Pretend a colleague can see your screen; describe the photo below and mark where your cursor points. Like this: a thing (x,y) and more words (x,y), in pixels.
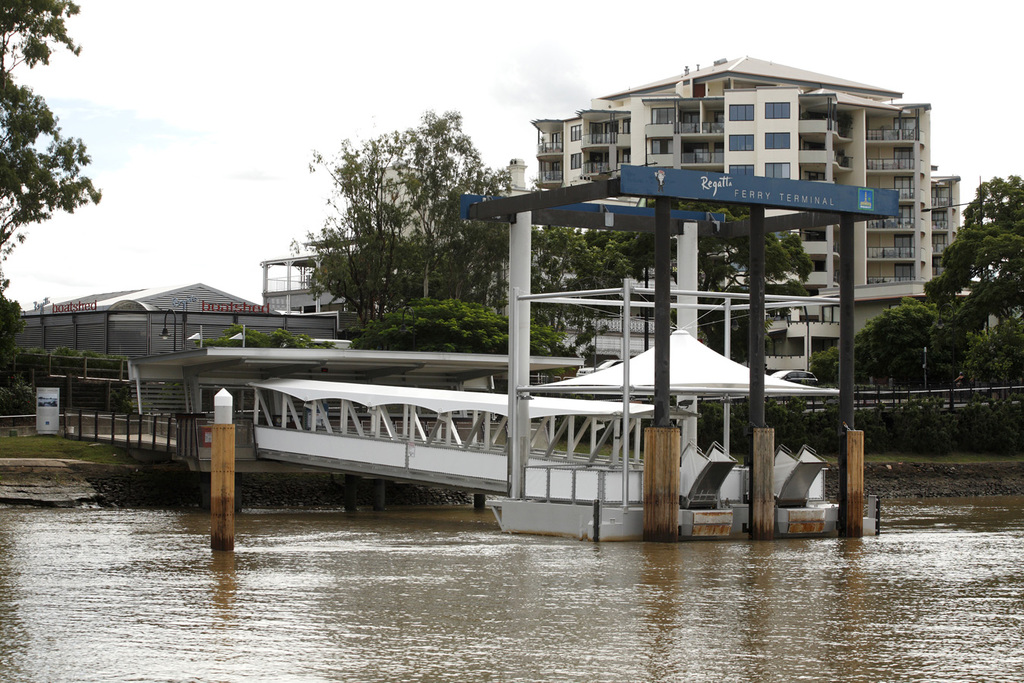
In this picture we can see water (407,617) at the bottom (384,560), there is a bridge (426,469) in the middle (565,329), in the background (738,207) there are some trees (23,202) and a building (757,134), we can see grass (96,448) on the left side (71,445), there is the sky (320,51) at the top of the picture (327,47).
